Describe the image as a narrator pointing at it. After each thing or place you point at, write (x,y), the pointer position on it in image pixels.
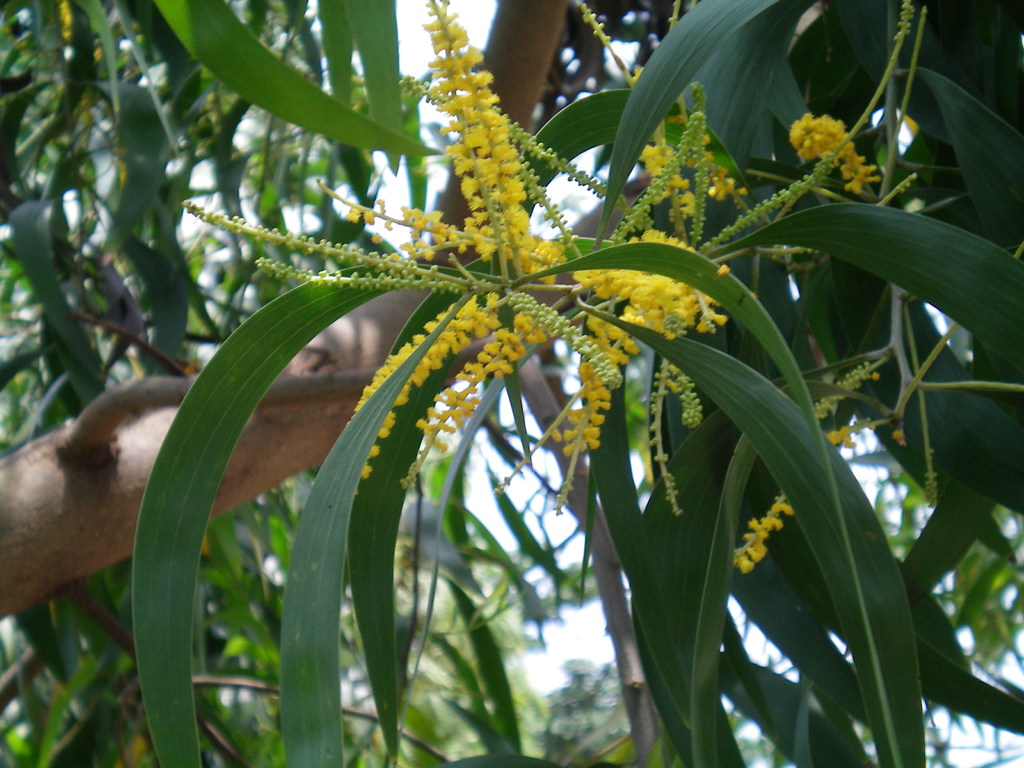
In this picture, in the middle (581,276), we can see flowers (524,266) which are in yellow color. In the background (88,145), we can also see trees (604,587) and a sky (552,590).
